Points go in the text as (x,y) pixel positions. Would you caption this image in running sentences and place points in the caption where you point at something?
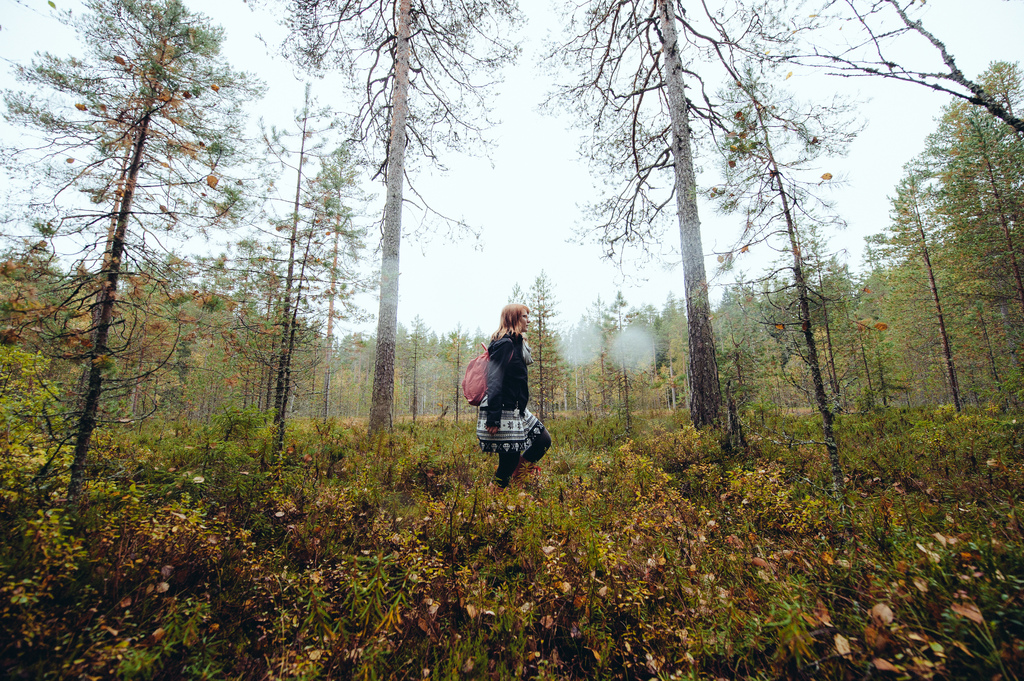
In the foreground of this image (291,580), there are plants (340,517) on which a woman (487,418) is walking and in the background (691,316), there are trees (696,308).
